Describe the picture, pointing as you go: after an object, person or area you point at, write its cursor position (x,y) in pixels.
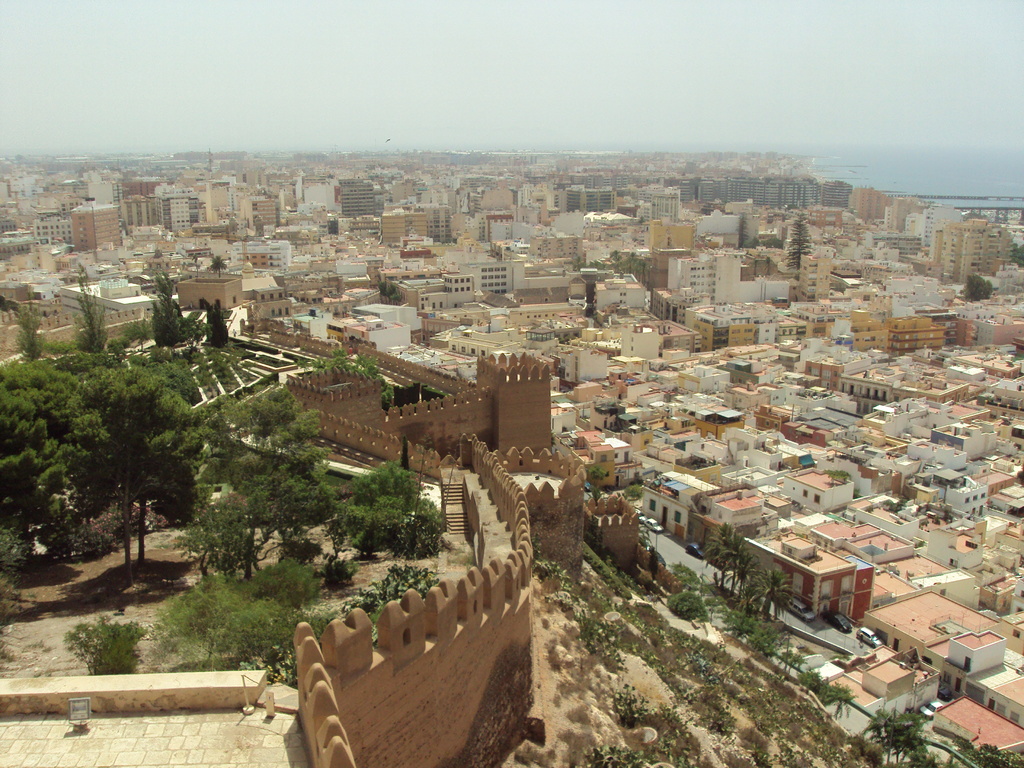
This looks like a fort (420,410) with pillars (394,651). These are the trees (227,504). I can see houses (809,354) and buildings (646,230). This is the view of the city (382,239). These are the cars (859,629) on the road (699,561). In the background (879,178), that looks like water (920,162).
